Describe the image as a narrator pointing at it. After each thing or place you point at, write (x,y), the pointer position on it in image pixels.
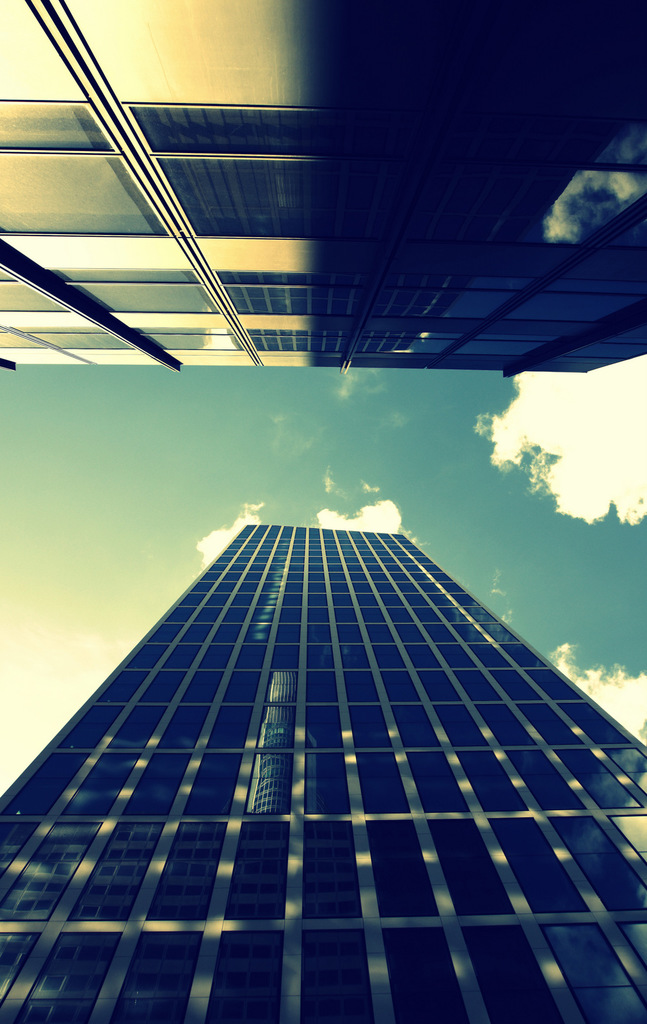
In the image we can see some buildings (593,979) clouds (534,435) and sky (309,445).
